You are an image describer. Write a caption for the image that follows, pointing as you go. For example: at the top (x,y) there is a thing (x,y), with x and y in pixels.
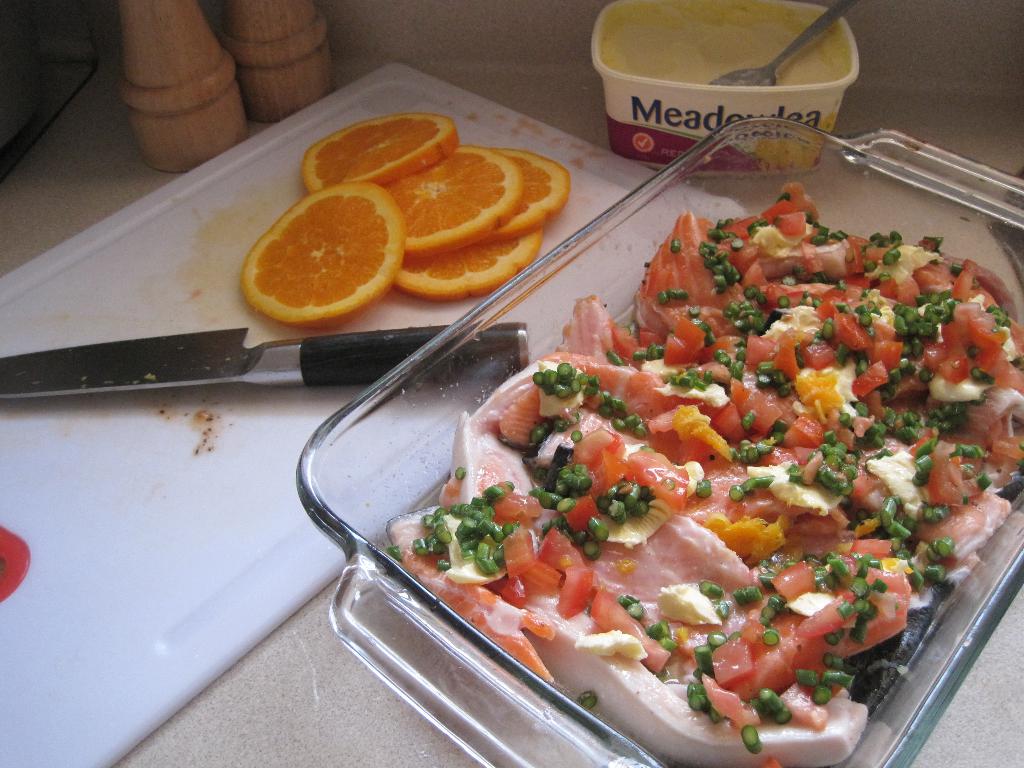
In this picture I can see a food item (763,321) in a glass tray (456,703), there are slices of orange (424,266) and a knife (49,364) on the chopping board (104,267), there is a cream (769,42) and a spoon (747,81) in a box (628,90), there are salt and pepper grinders (230,78) on the cabinet (1,242).
